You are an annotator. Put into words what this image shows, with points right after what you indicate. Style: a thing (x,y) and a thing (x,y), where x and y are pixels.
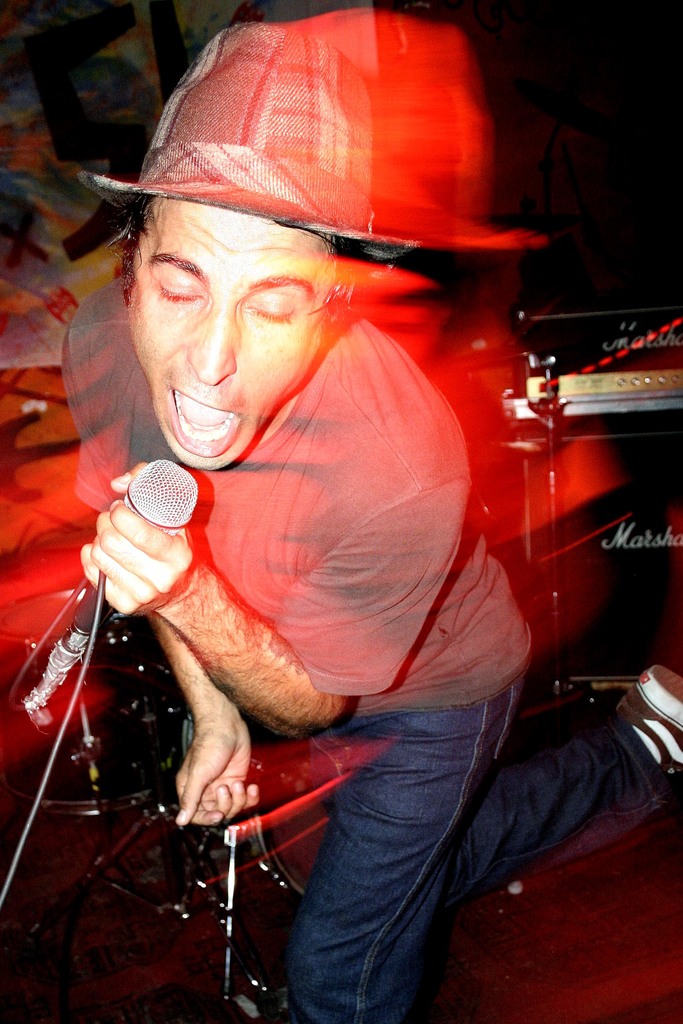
In this image, In the middle (283,420) there is a man (342,448) standing and holding a microphone (181,480) which is in black color and he is singing in the microphone (159,507).
